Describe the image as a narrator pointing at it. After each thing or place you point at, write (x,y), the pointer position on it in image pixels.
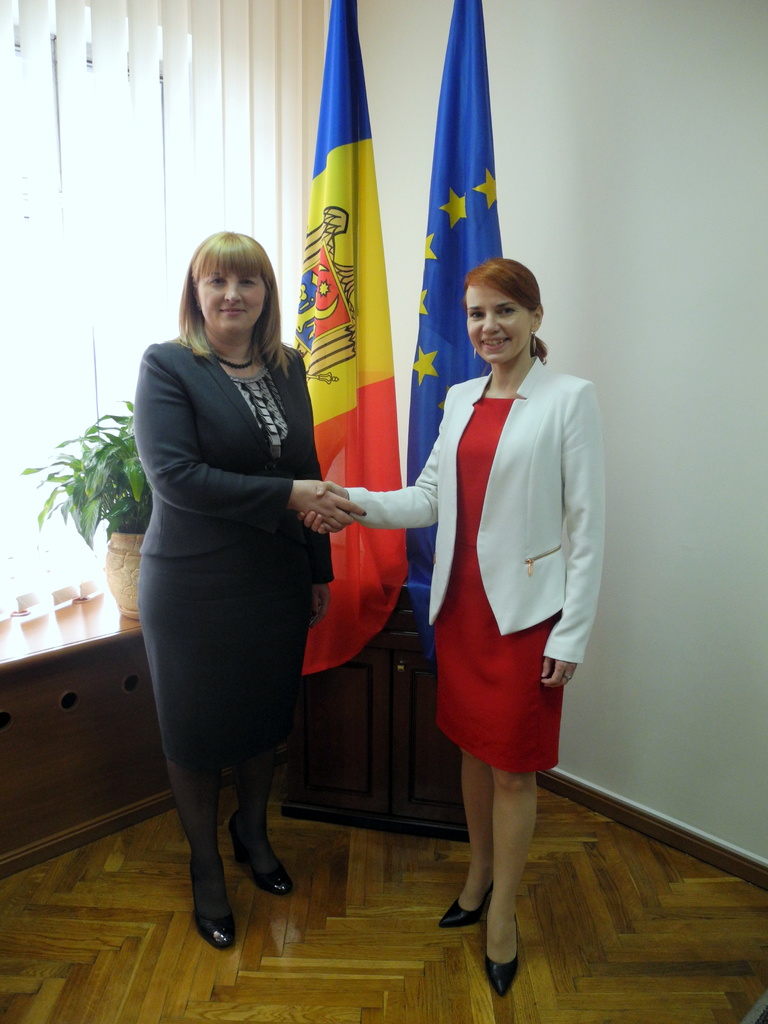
In this image, we can see two women (267,480) standing on the floor (242,990), we can see two flags (361,250) and there is a flower pot (134,561), we can see the white color wall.
